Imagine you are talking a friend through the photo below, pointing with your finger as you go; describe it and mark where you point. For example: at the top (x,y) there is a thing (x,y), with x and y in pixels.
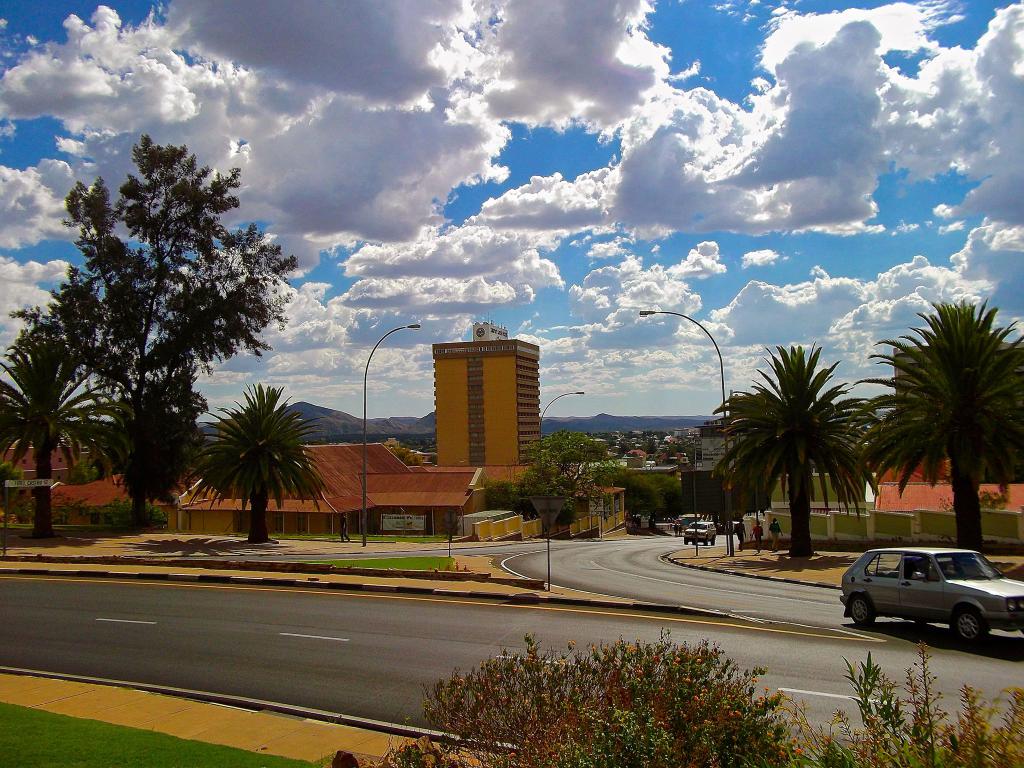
In this picture we can see vehicles (962,605) on the road (478,632), light poles (726,420), buildings (663,446), some people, mountains (577,425), some objects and in the background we can see the sky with clouds (612,67).
